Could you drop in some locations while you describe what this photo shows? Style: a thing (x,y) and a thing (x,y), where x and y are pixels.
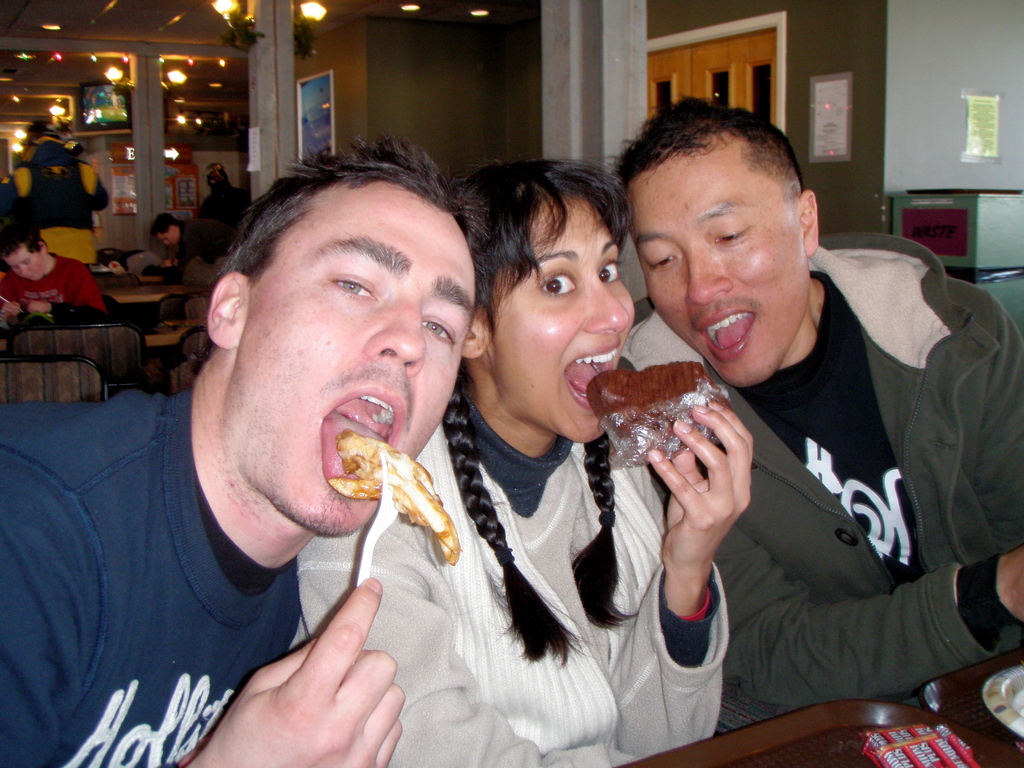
In this image there is a woman (582,271) holding a muffin (655,398) in her hand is about to eat the muffin (649,386), to the left of the woman (564,476) there is a person (225,487) holding a food item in his hand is about to eat the item (395,492), in the background of the image (194,256) there are a few people (162,220) seated on chairs (139,345) in a restaurant (254,101).
